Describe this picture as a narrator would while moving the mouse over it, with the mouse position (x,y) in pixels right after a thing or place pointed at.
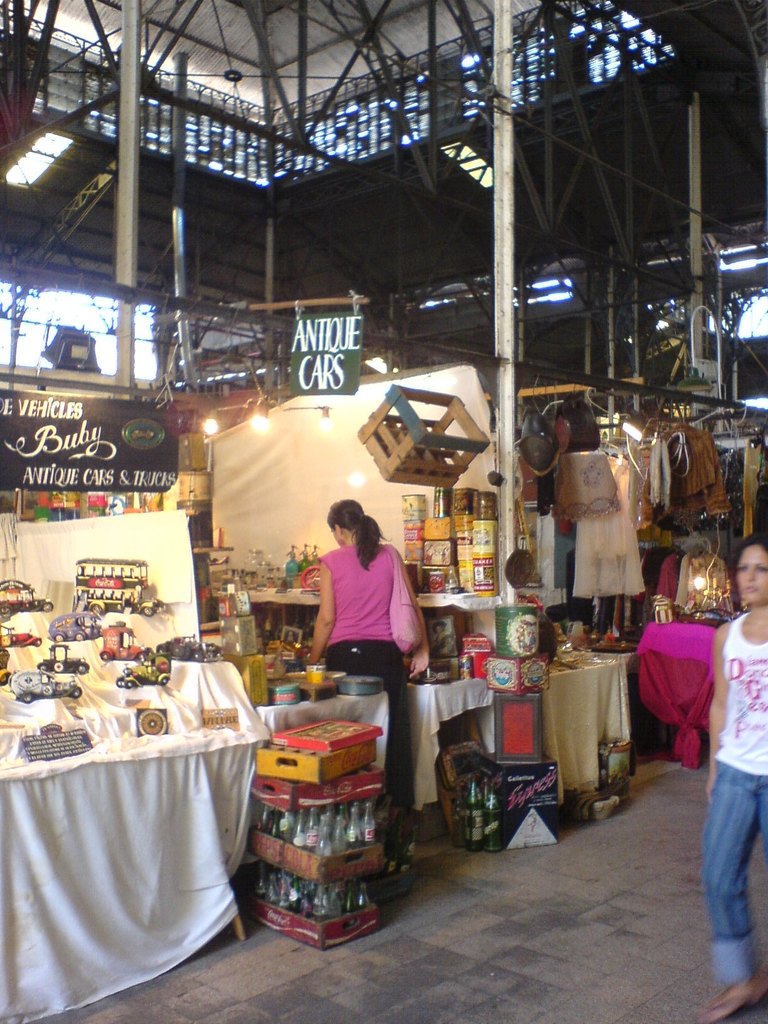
There are different types of stalls (145,783) inside the market (497,498) and there are total two women (360,605) visible in the picture. One woman (354,616) is shopping and the another woman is walking on the path (577,887), behind the stalls (48,595) there is a metal structure (273,83) and there is a roof (232,18) above that.
